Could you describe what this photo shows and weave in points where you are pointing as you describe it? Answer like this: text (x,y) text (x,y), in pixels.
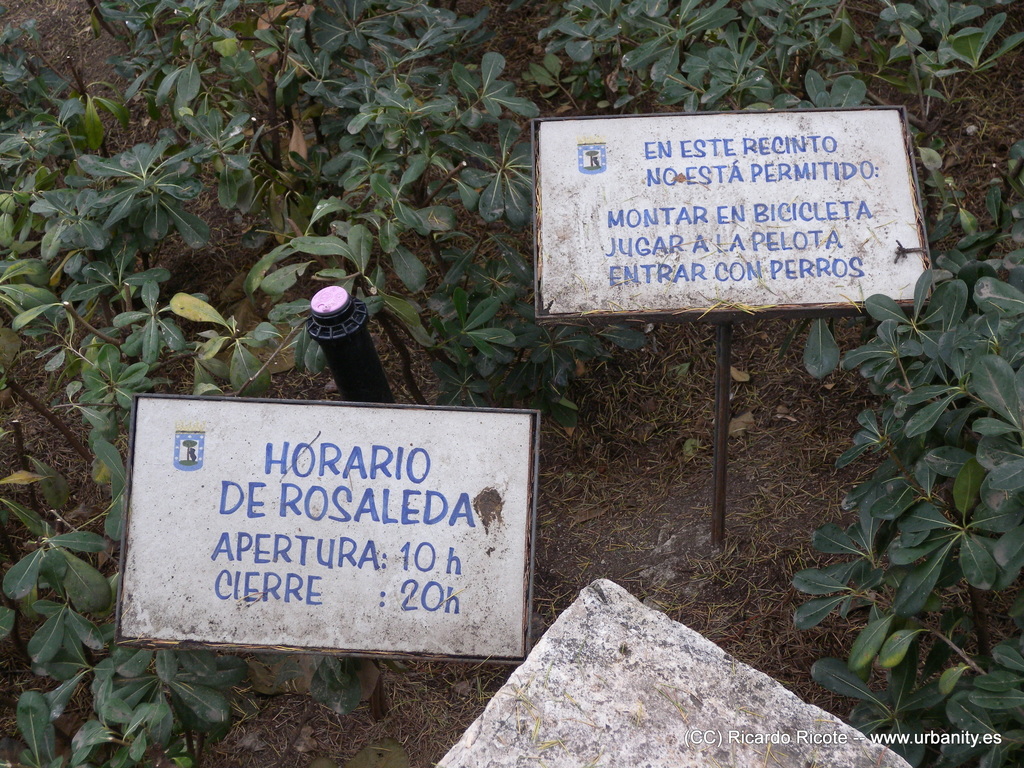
The picture consists of plants (944,331), hoardings (421,497), grass (617,483), dry leaves (743,378) and soil (350,718). In the center of the picture (369,378) there is a sprinkler (324,336).
